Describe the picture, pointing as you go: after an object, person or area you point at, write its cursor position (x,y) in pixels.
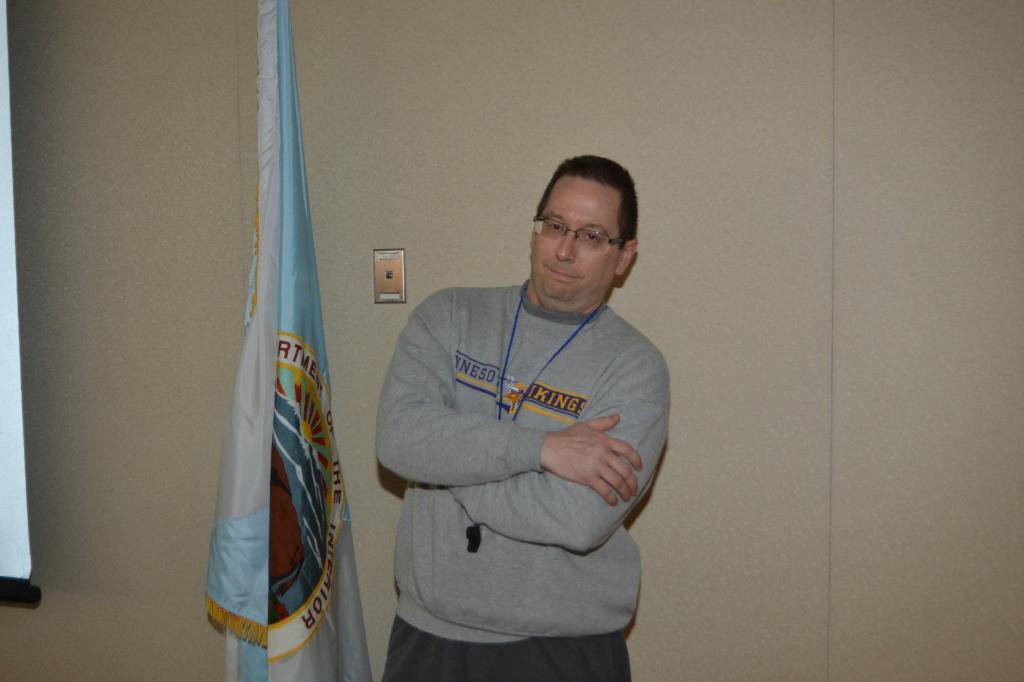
There is a man (488,490) standing near the wall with a whistle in his neck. He is wearing a spectacles (596,239) and a t shirt (486,438). Beside him there is a flag (294,300). In the background (454,268) there is a wall (868,286).
